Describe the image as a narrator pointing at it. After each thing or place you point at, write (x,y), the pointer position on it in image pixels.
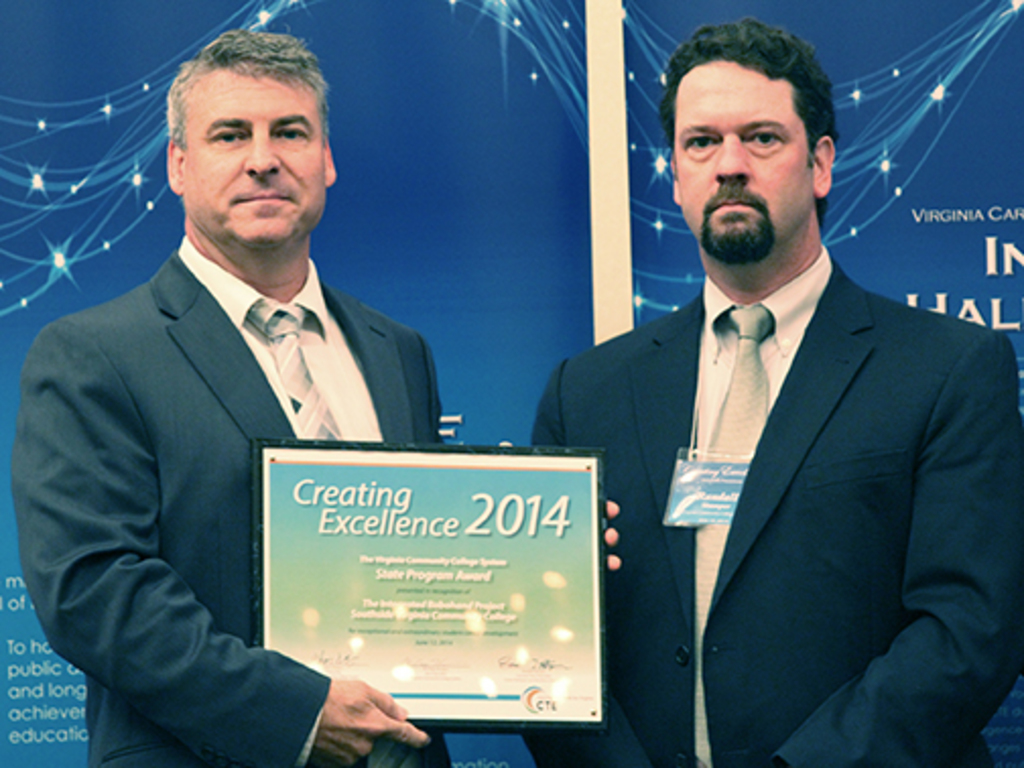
In this image we can see two persons (683,443) standing and posing for a photo and one among them is holding an object (470,467) and there is some text (419,603) on it. In the background (855,243), we can see the banner (124,70) with some text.
